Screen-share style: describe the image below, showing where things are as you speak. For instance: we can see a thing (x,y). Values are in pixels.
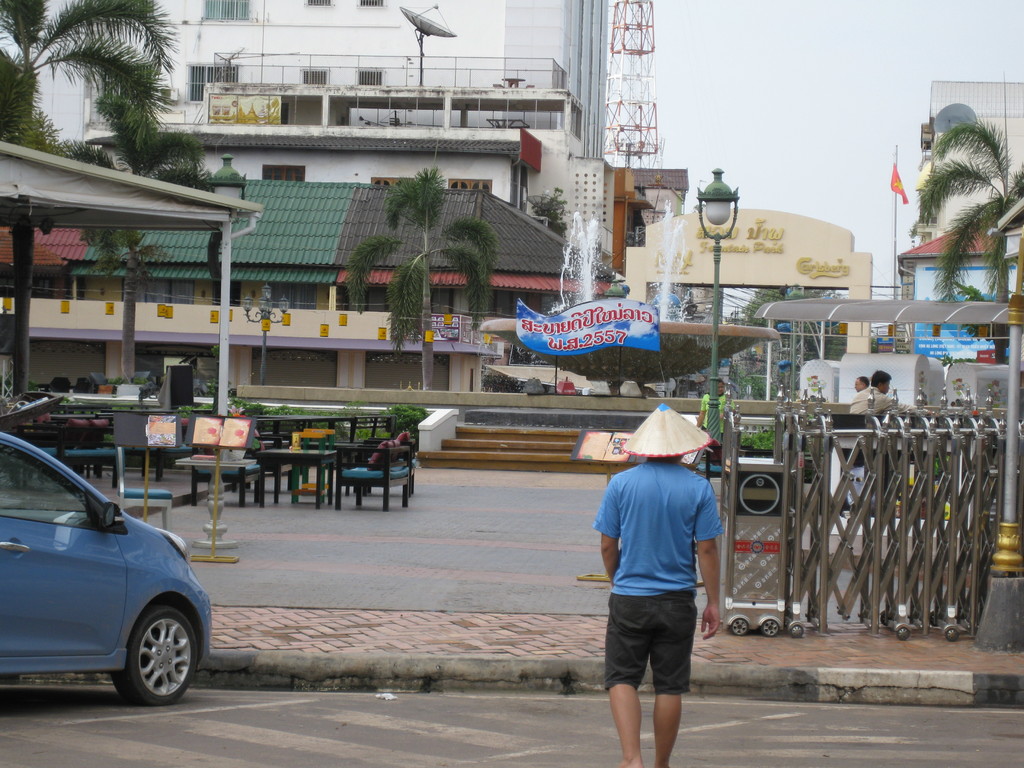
In this image there is a man (709,596) who is walking on the road (697,743) and there is a side walk (485,623) in front of him. In the background (293,235) there are buildings (311,233), towers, fountain (681,325), dish tv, pole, arch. To the left side (335,432) there is car (43,601) which is parked on the road (146,738) and also there are tables (260,462) and chairs (330,444). In front of man (644,455) there is a big hoarding (554,325).
